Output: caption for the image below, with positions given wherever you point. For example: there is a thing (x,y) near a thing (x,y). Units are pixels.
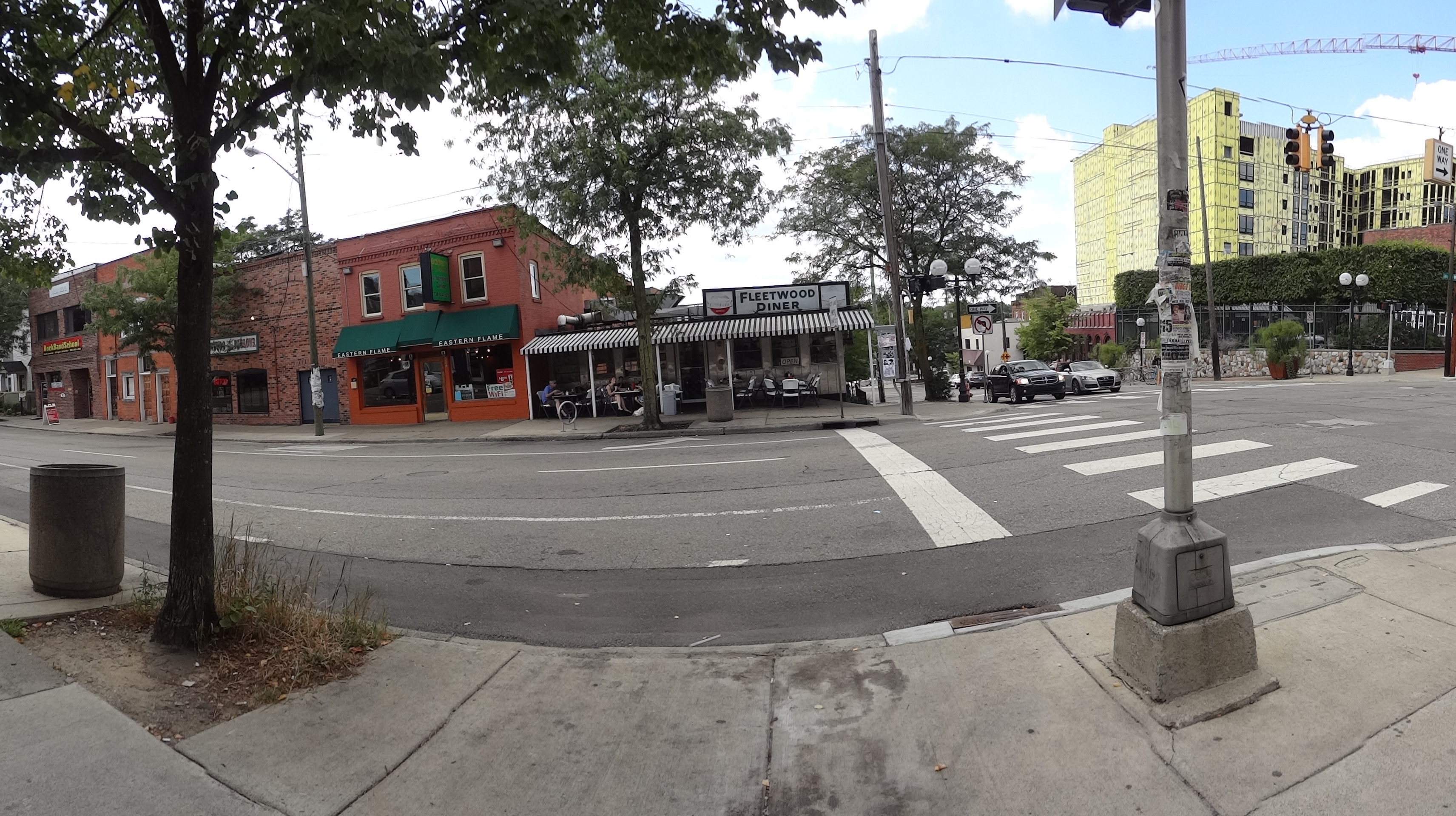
In this image we can see a few buildings (807,320), there are some trees (563,241), poles (833,327), lights (1303,161), shops (754,319), windows (469,277), plants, fence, people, boards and vehicles (1071,373) on the road (1092,402), in the background (980,89) we can see the sky (1034,28) with clouds (791,90).
